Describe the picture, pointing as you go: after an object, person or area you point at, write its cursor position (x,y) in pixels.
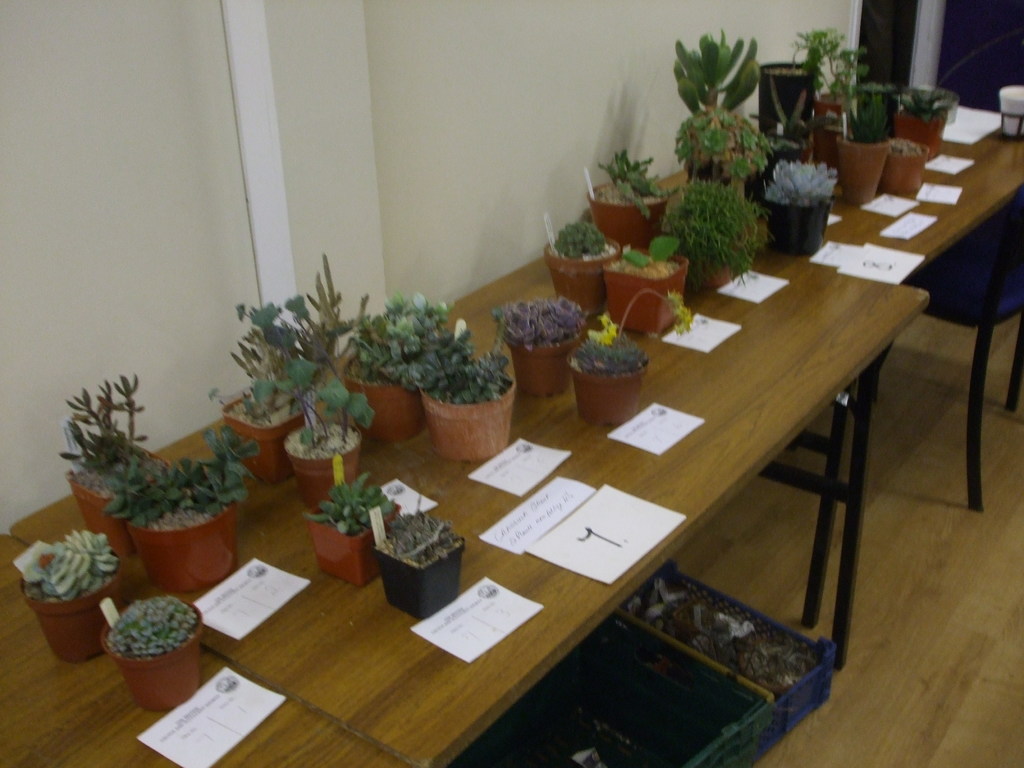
We can see houseplants (94,477), papers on the tables (382,610). We can see baskets (712,708) on the floor (854,608). This is floor (939,669).
